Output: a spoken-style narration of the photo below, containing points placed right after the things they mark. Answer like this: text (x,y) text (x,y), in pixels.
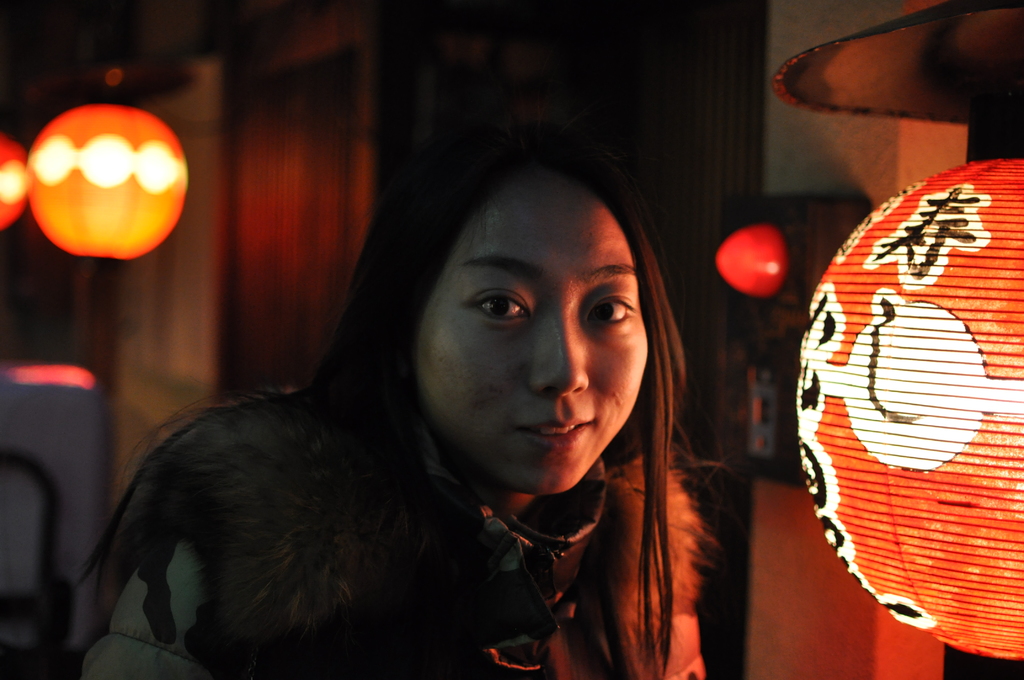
In this the image of a girl (654,494) and around there are some lamps (928,285) and other things (921,676).
